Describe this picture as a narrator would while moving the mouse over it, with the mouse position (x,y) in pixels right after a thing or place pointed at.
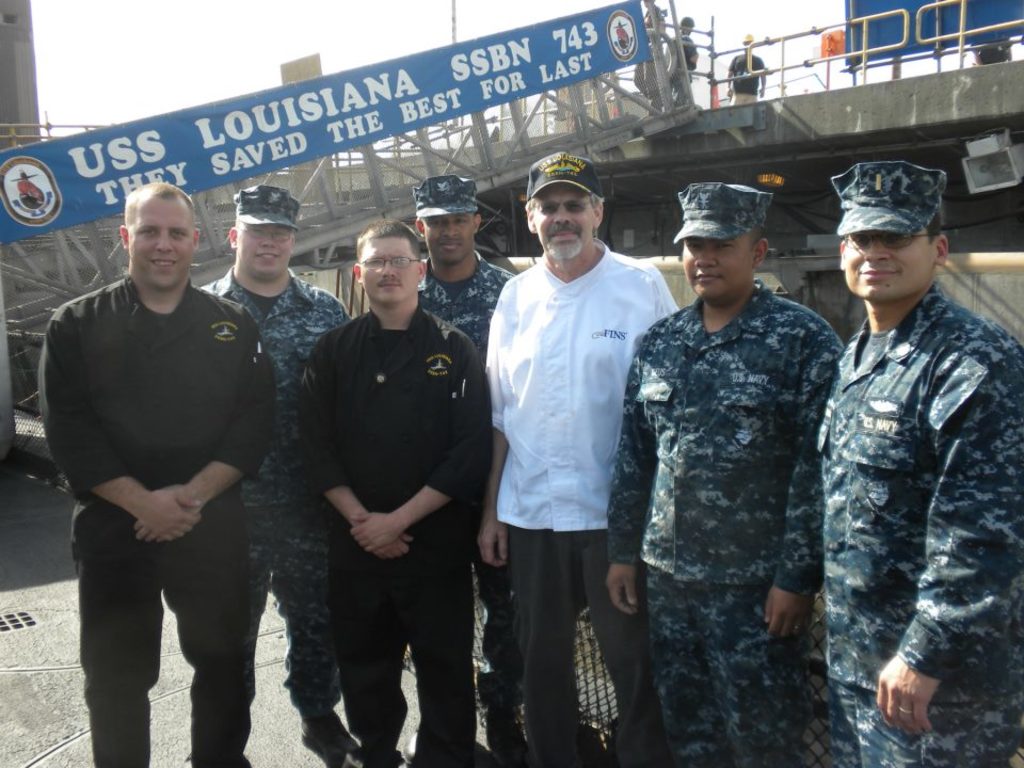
In this image I can see group of people (976,479) standing. The person (602,364) in front (570,364) wearing white shirt (551,365), dark pant (532,594). Background (437,75) I can see a board (422,75) which is in blue color attached to the pole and I can see sky (193,22) in white color.
